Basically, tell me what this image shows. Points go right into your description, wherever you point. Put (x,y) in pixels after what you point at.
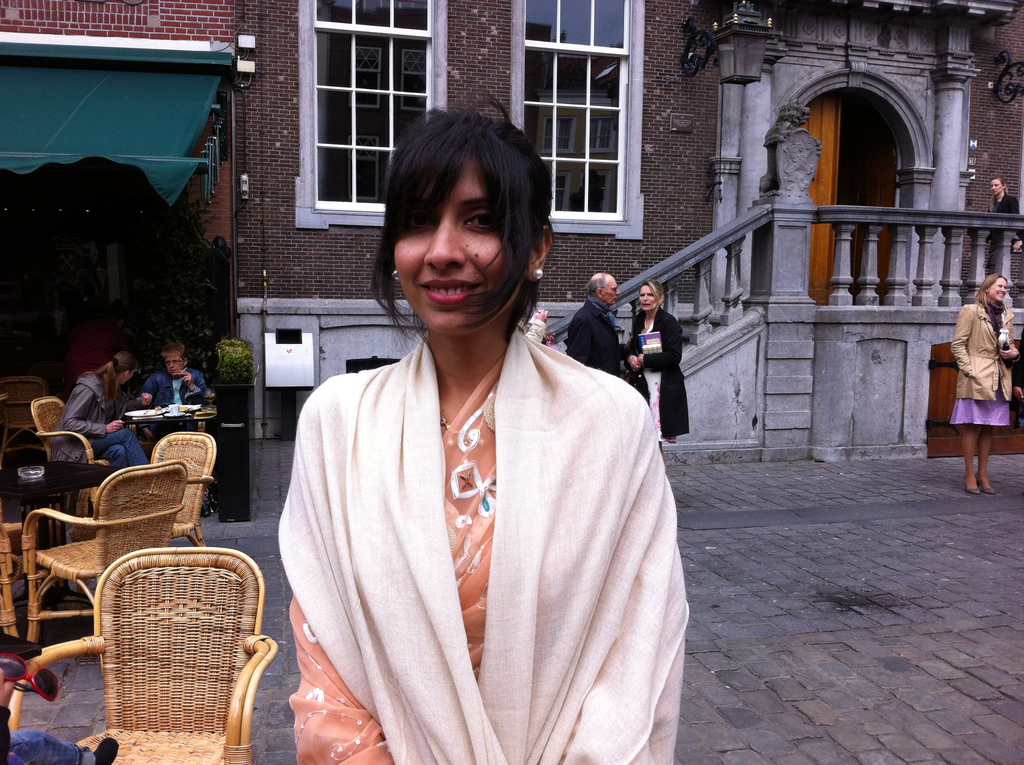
This image consists of a woman (447,603) wearing a white color cloth (364,574). To the left (155,570), there are chairs (170,545). In the background (262,60), there are buildings (597,189) along with windows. At the bottom (786,633), there is a road (753,638).
